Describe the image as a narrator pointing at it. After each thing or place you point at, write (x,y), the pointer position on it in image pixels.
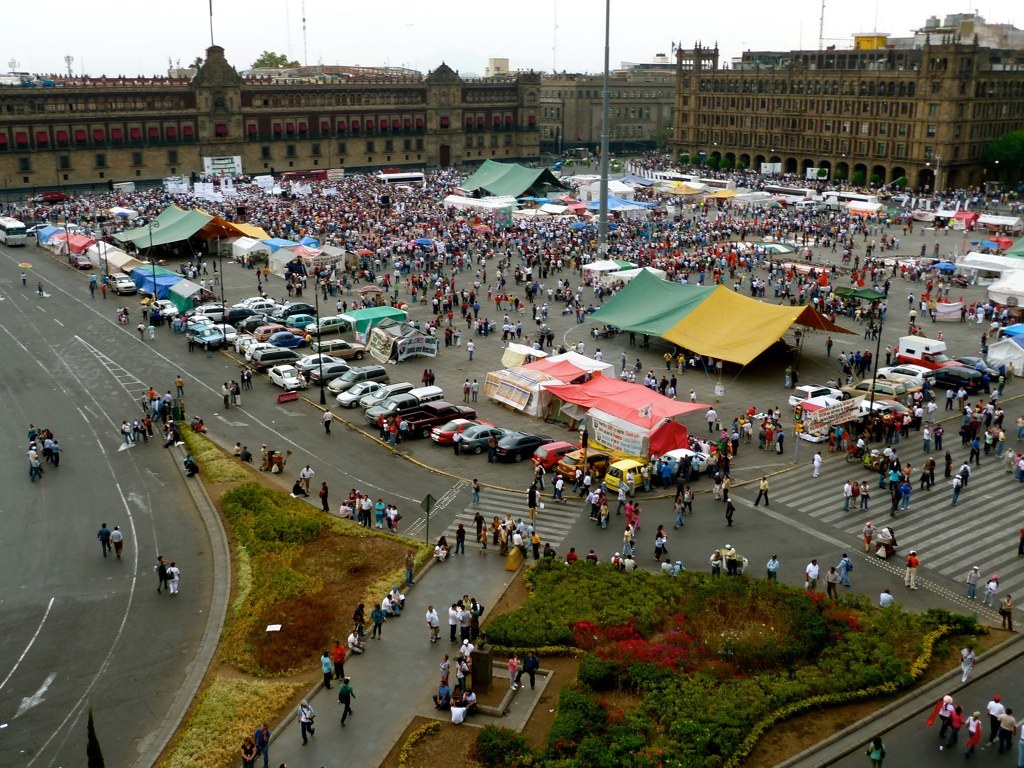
In this picture we can see a group of people (157,398), roads (123,363), plants (702,692), vehicles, tents (121,264), poles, buildings (480,137), banners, trees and some objects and in the background (258,27) we can see the sky (427,52).
